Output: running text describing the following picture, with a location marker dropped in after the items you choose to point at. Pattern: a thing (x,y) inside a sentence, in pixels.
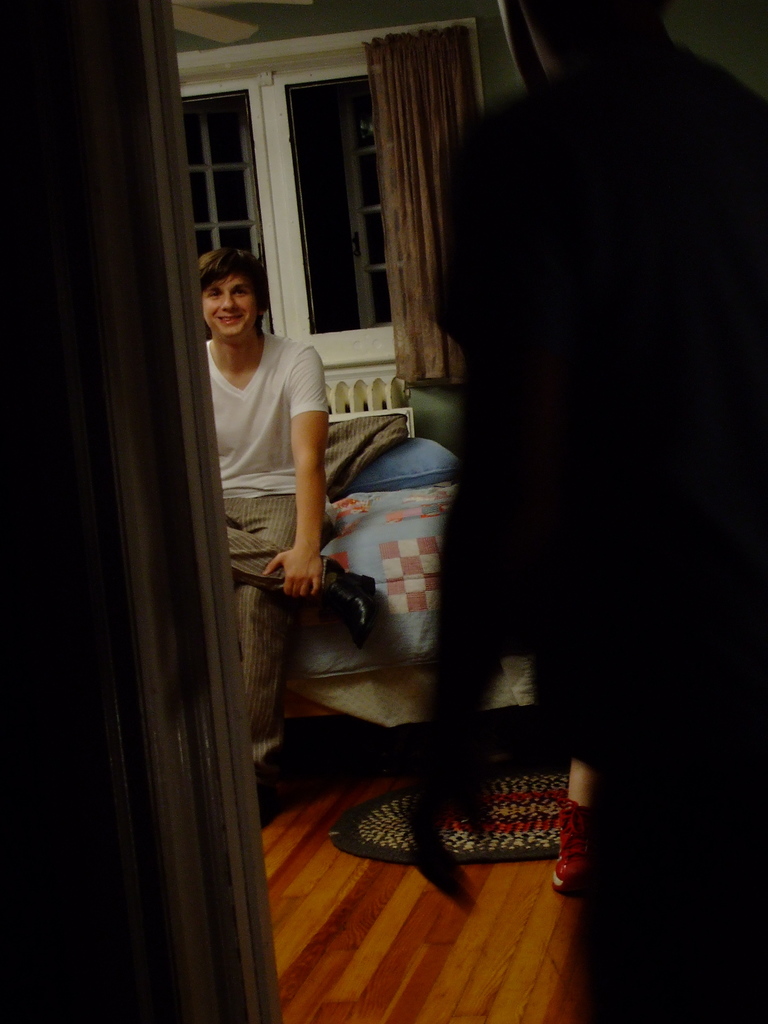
In this image, there is a floor (419,952) of brown color, And in the middle (419,527) there is a bed (349,488) and a man (243,404) is sitting on the bed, In the right side (557,524) there is a man (597,460) standing, In the background (413,231) there is a window (296,150) and a curtain (406,154).
